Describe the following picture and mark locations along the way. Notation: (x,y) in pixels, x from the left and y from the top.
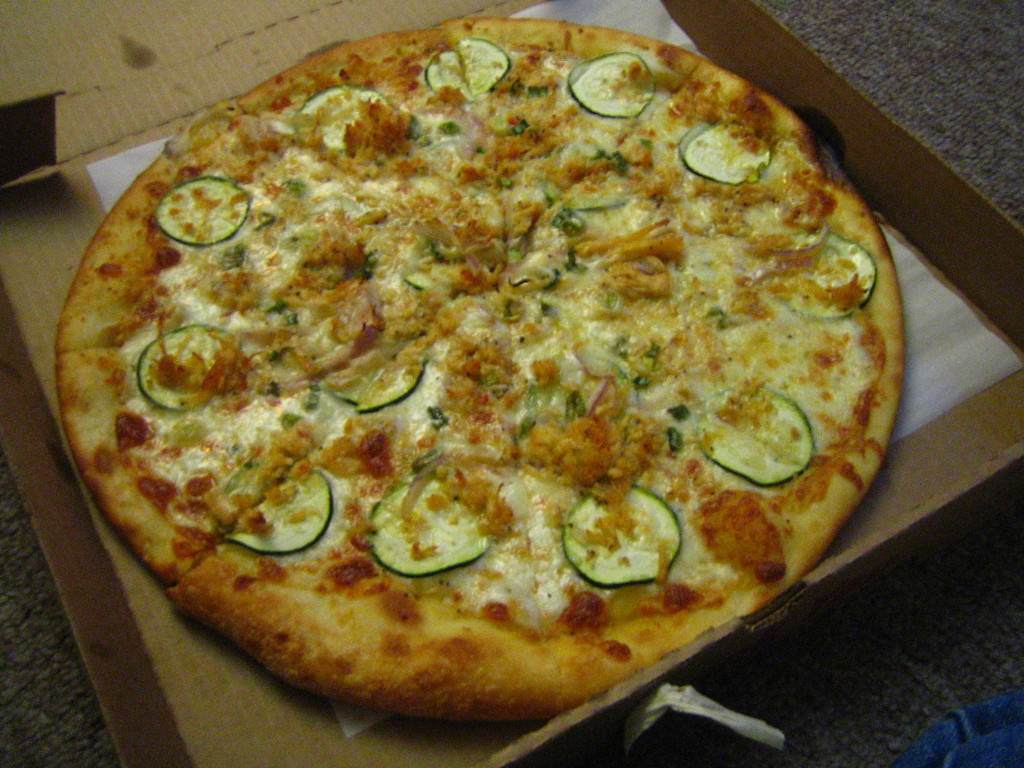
In this image we can see a pizza (628,449), carton box (943,197), and a paper (935,370).
